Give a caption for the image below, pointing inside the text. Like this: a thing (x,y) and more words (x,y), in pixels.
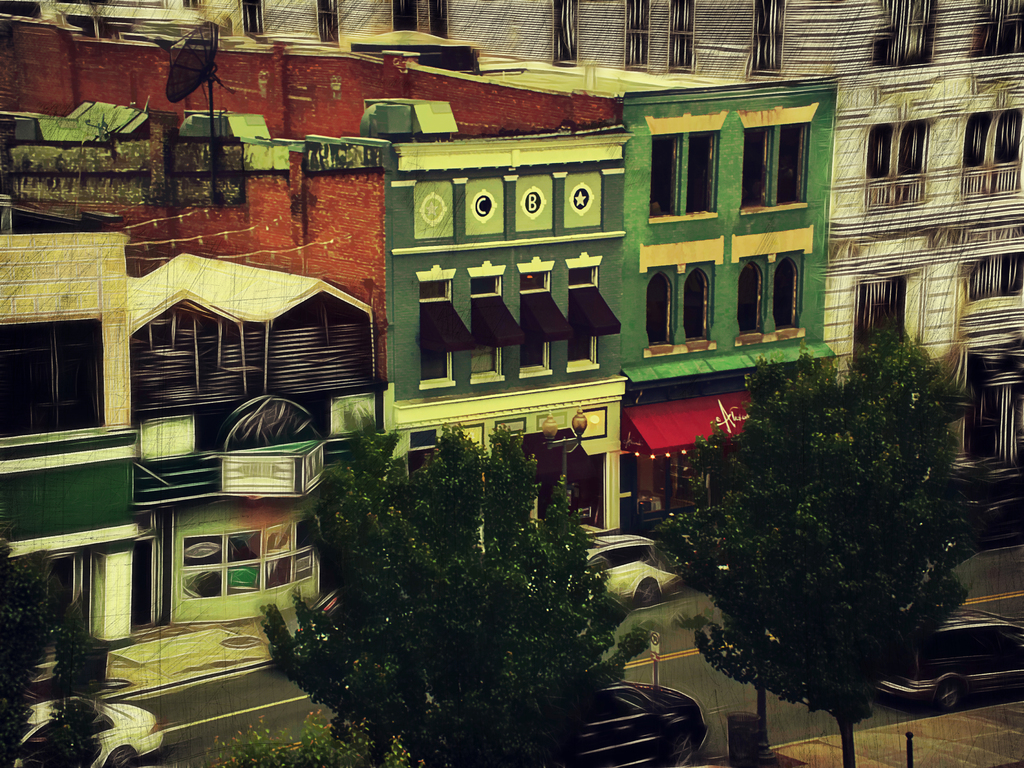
In this image I can see painting (776,35) of buildings (739,361), trees (506,529) and vehicles (625,754). I can also see a road (225,718).
